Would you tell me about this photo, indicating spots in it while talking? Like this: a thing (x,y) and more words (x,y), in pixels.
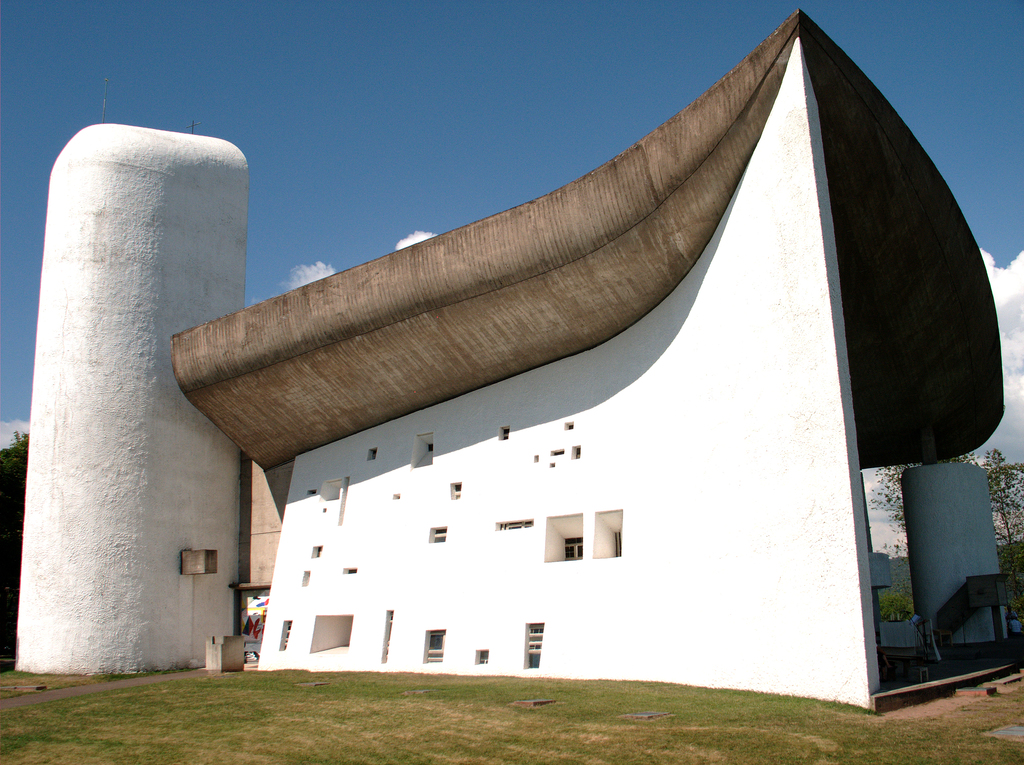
This is grass (438,730) and there is a building (530,500). Here we can see trees (995,474). In the background (616,55) there is sky (579,69) with clouds (1010,407).
